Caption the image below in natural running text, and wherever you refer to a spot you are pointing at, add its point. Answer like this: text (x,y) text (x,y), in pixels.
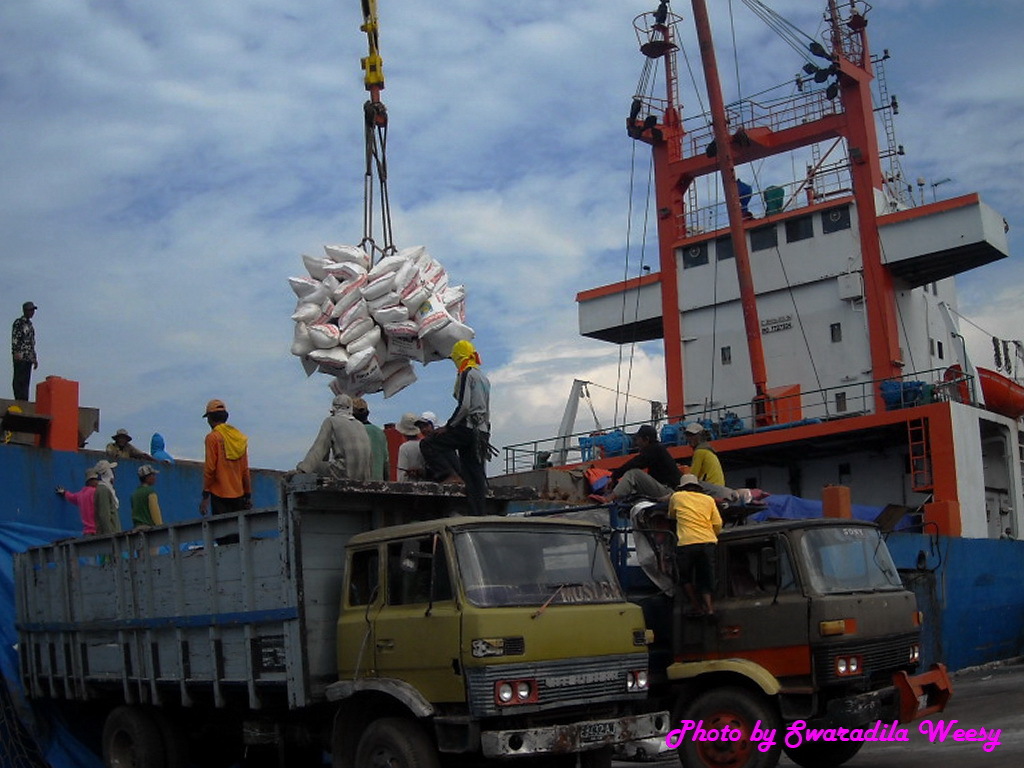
This is an outside view. On the right side (877,352) there is a ship (857,336). At the bottom (614,640) there two trucks (334,641). On the trucks (390,486), I can see few people (223,487). At the top (370,45) there is a crane (381,117) carrying some bags (329,343). At the top of the image (202,185) I can see the sky (149,212) and clouds (806,157).
